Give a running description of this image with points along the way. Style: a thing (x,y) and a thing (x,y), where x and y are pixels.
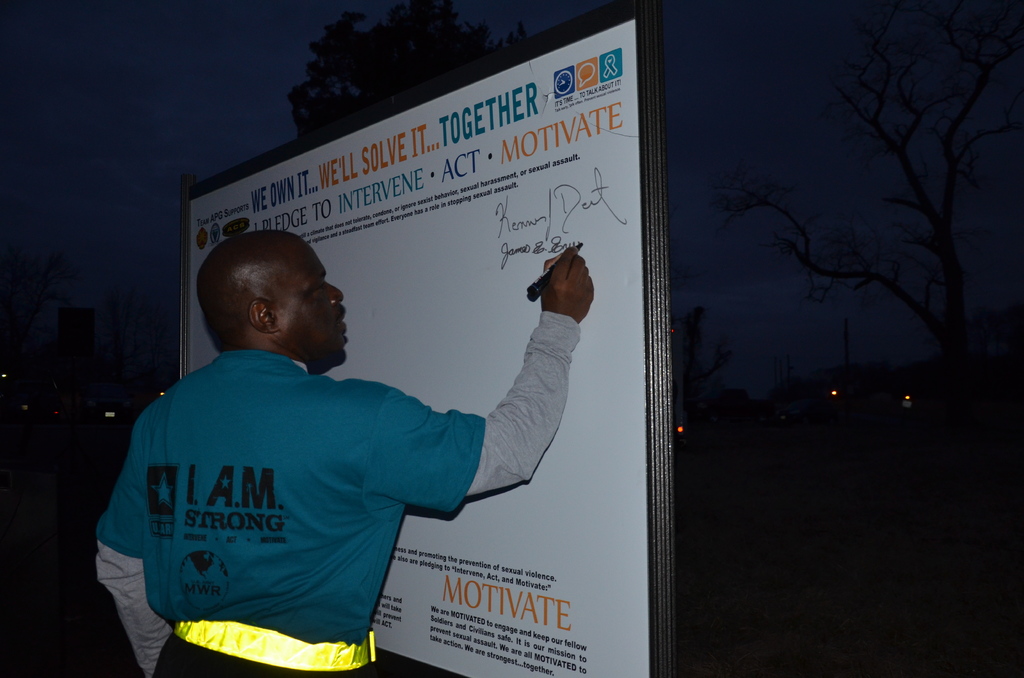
In center of the picture (556,393) there is a person (463,482) writing on the board (432,231), on the board (512,294) there is text (541,585). In the background (901,296) there are trees (34,297) and lights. Sky (134,288) is dark.
